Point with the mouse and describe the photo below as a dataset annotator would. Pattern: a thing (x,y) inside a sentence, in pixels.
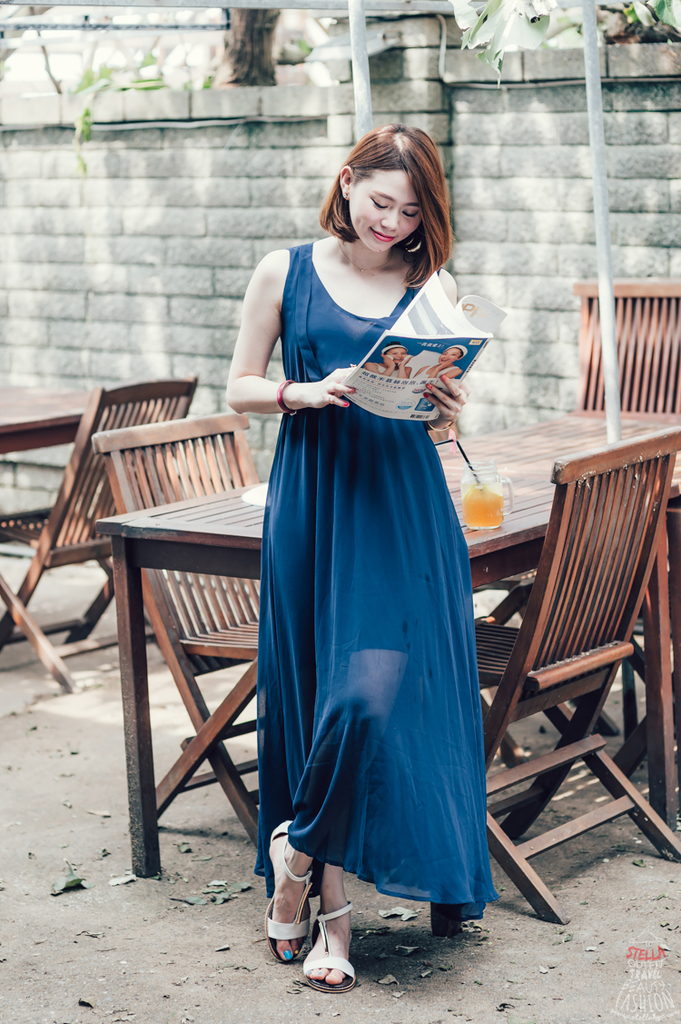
A woman (282,523) in blue gown (350,515) is holding a book (414,358). Beside her there is a table (516,450) and some chairs (190,455). On the table (486,456) there is a glass (477,483) with juice (484,490) and straw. In the background (246,143) there is a brick wall (162,306).
